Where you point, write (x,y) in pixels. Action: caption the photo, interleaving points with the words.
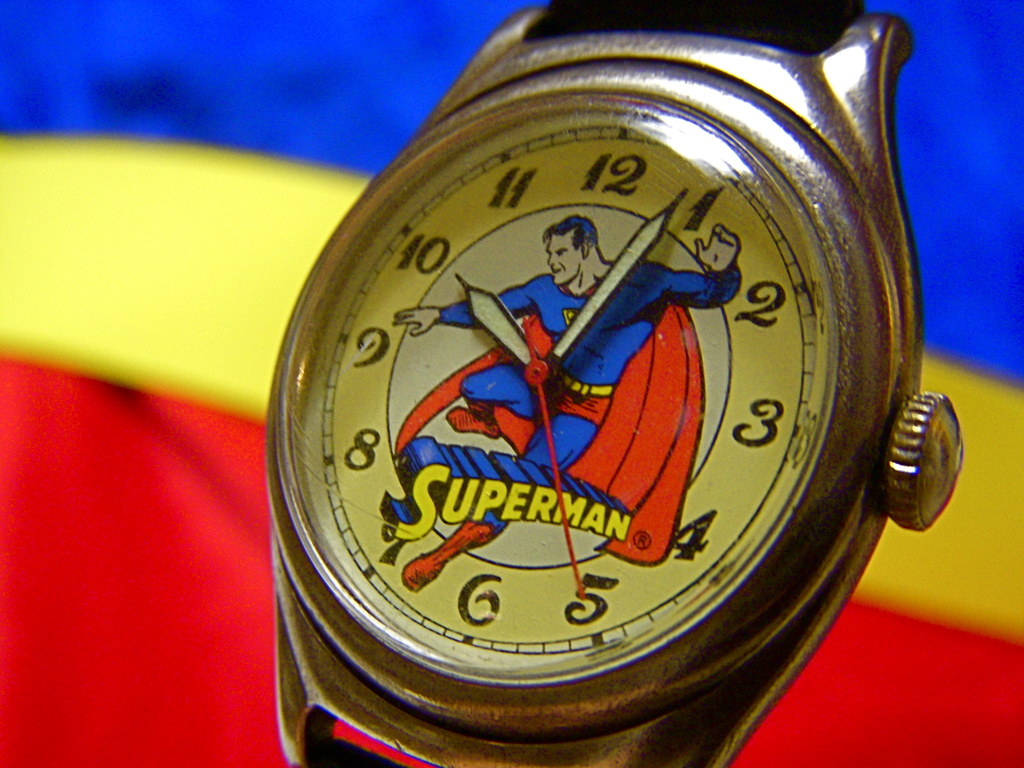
In this image I can see a dial (760,537) of a wrist watch (755,521). There is a superman image (587,462) on the dial (479,603). There is a blue, red and yellow background (73,35).
